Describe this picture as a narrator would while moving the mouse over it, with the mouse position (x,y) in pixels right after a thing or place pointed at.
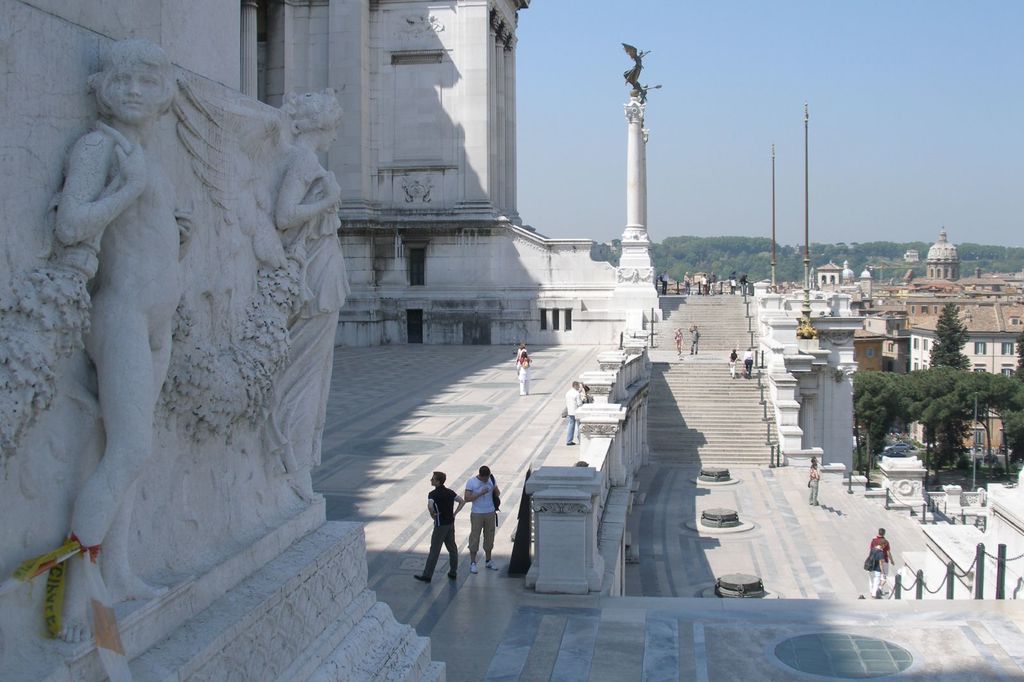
In this image, we can see buildings (862,358), trees (765,275), poles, stairs (759,410) and there are people (750,370) and we can see railings (598,419) and there are sculptures (327,365) on the wall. At the top (825,95), there is sky (837,104).
